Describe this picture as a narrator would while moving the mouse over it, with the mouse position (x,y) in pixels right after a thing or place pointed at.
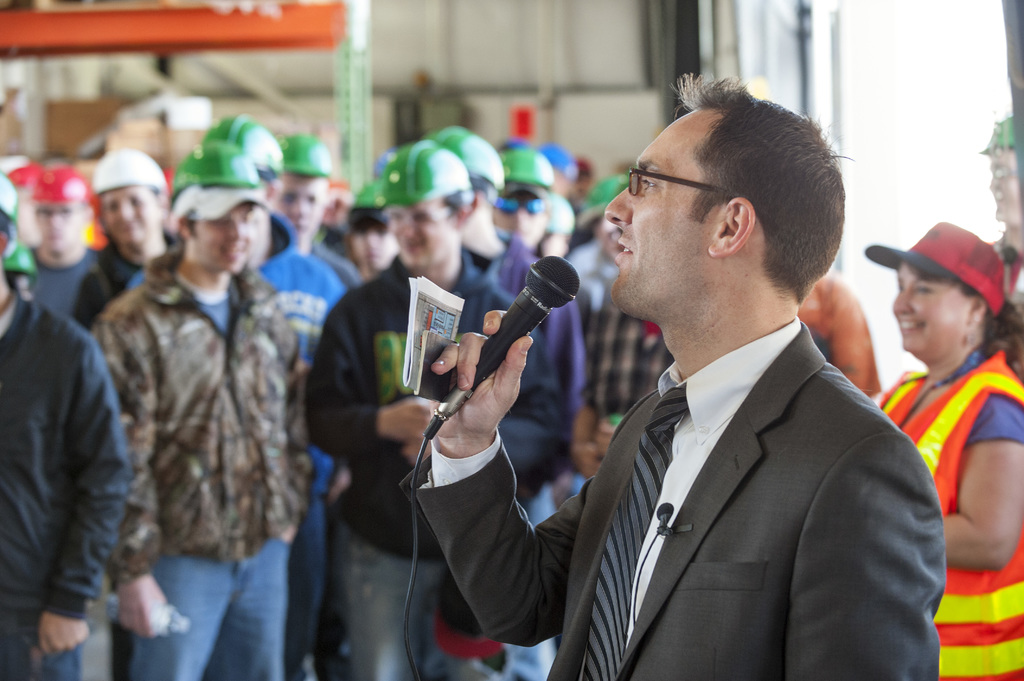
In this image, there are group of people (513,209) standing and wearing green color helmets (432,152) on their head (295,186) and also white and red caps (61,188). In the middle of the image (498,315) right, there is one person (671,387) standing, who's wearing a black color suit (818,502) and holding a mike (530,311) in his hand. In the right bottom of the image (952,574), there is one woman (1007,415) standing, who's having smile (911,330) on her face (955,322) and having a red and blue color cap (987,262) on her head (954,291). In the background (81,24), there is a orange color and white color wall (420,47) visible. The picture looks as if it is taken inside the factory (94,98).
